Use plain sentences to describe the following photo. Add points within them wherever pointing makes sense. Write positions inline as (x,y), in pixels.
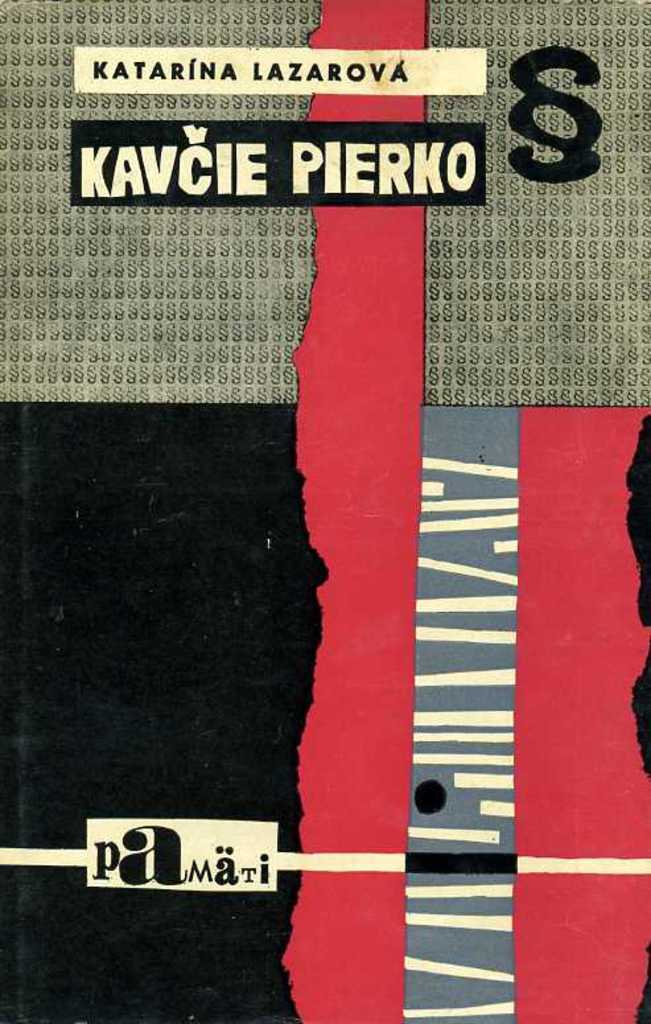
Here we can see a poster (285,530). On this poster (377,461) we can see text (96,161) written on it.
